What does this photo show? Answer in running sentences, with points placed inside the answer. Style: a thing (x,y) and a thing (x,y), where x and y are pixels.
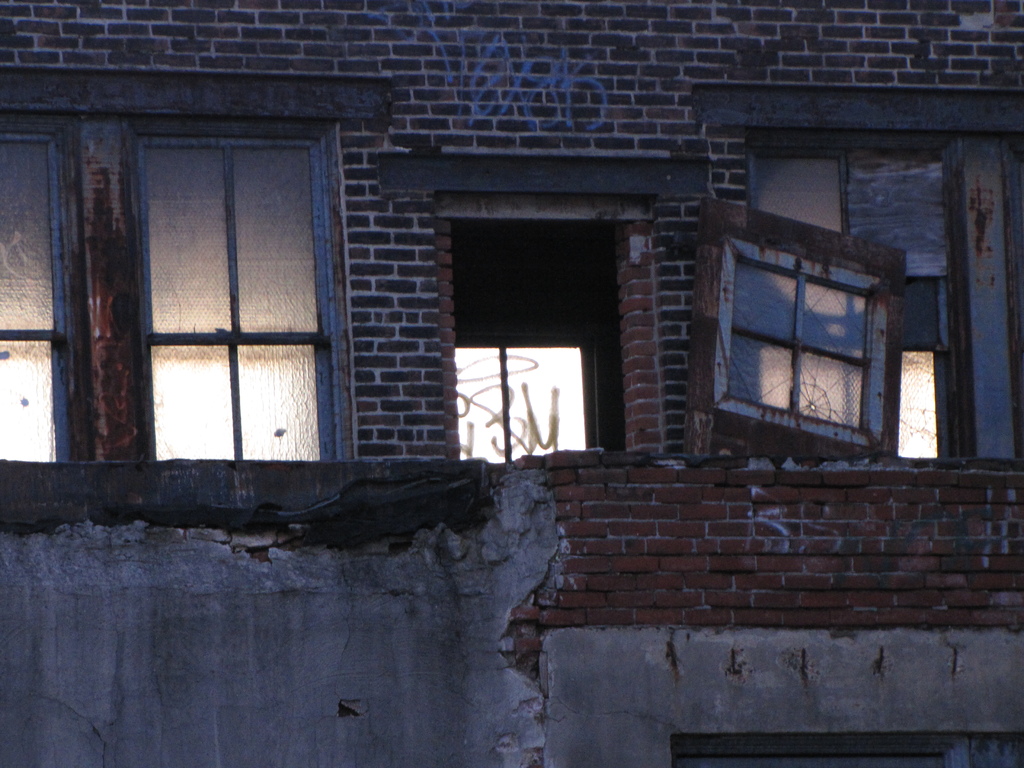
In this image we can see an outside view of a building (614,723) on which we can see group of windows (894,337) and a door (611,346).
